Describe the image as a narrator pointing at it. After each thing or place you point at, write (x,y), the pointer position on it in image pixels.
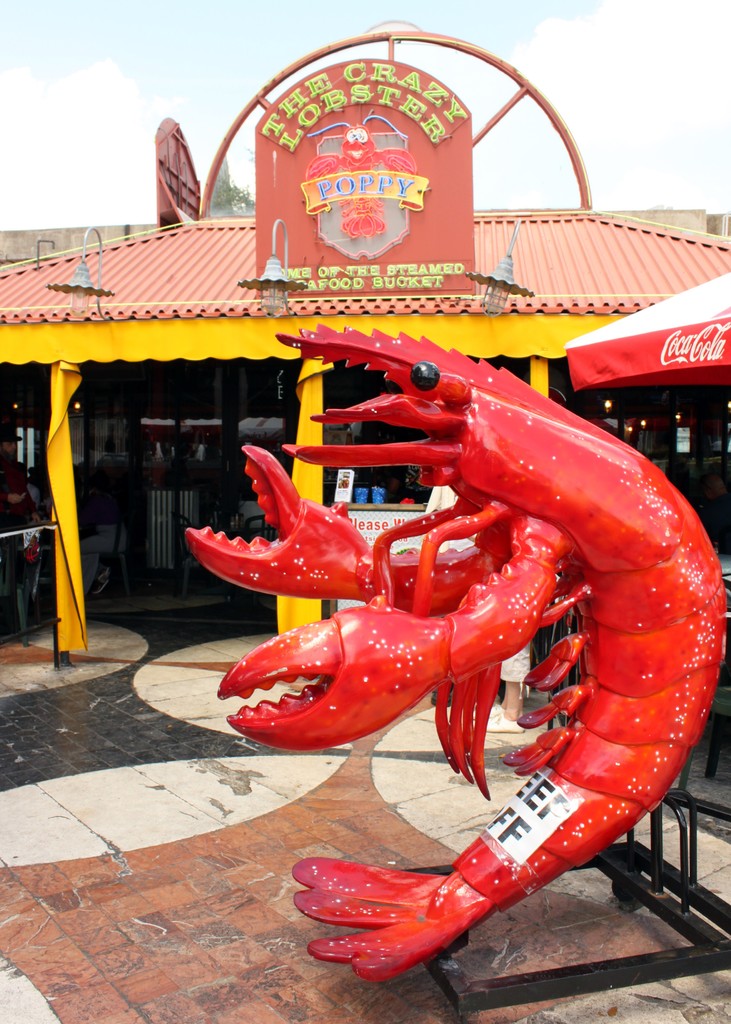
In the picture there is a sculpture (609,610) of a lobster (559,782) present, beside there is a house (170,297), on the roof (170,297) of the house (170,297) there is a board (416,224) with the text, there are lights (270,291) present, behind the sculpture (432,432) there may be a tent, there is a clear sky (73,124).
